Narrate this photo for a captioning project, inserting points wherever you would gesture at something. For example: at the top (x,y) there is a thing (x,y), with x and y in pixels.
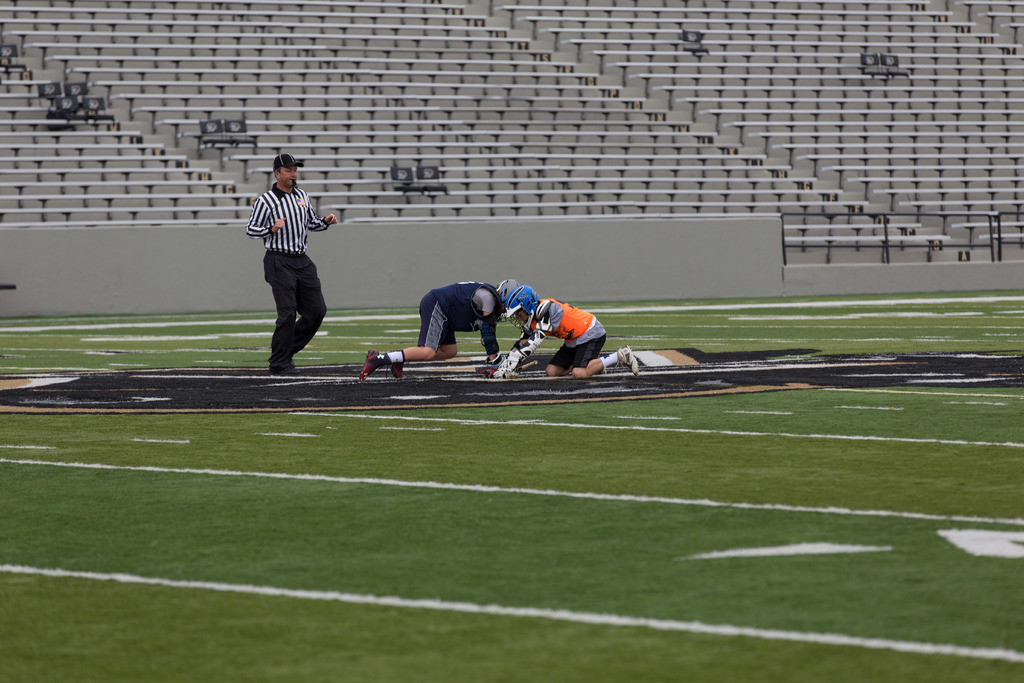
In this image I see 3 men (507,292) in which these both of them are wearing helmets (525,307) and this man (299,260) is wearing a cap (297,162) and I see the pitch (387,327) on which there are white lines (692,429). In the background (522,151) I see number of benches (405,70) and I see the fencing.
